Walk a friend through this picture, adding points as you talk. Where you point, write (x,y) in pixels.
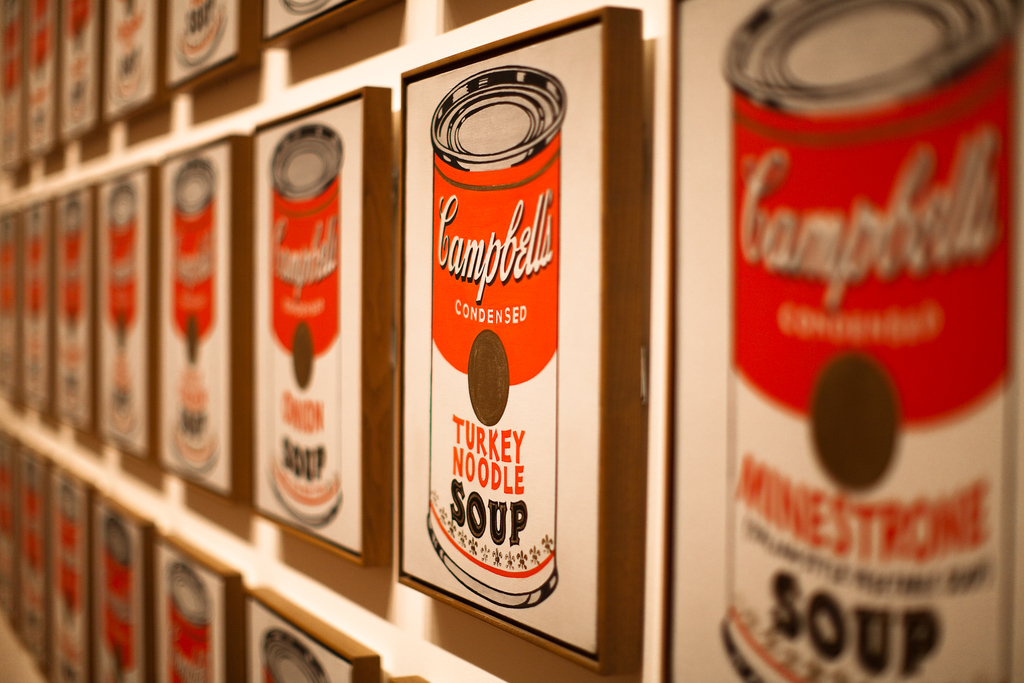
Here in this picture we can see poster boards (263,158) present on the wall (192,108) all over there.
